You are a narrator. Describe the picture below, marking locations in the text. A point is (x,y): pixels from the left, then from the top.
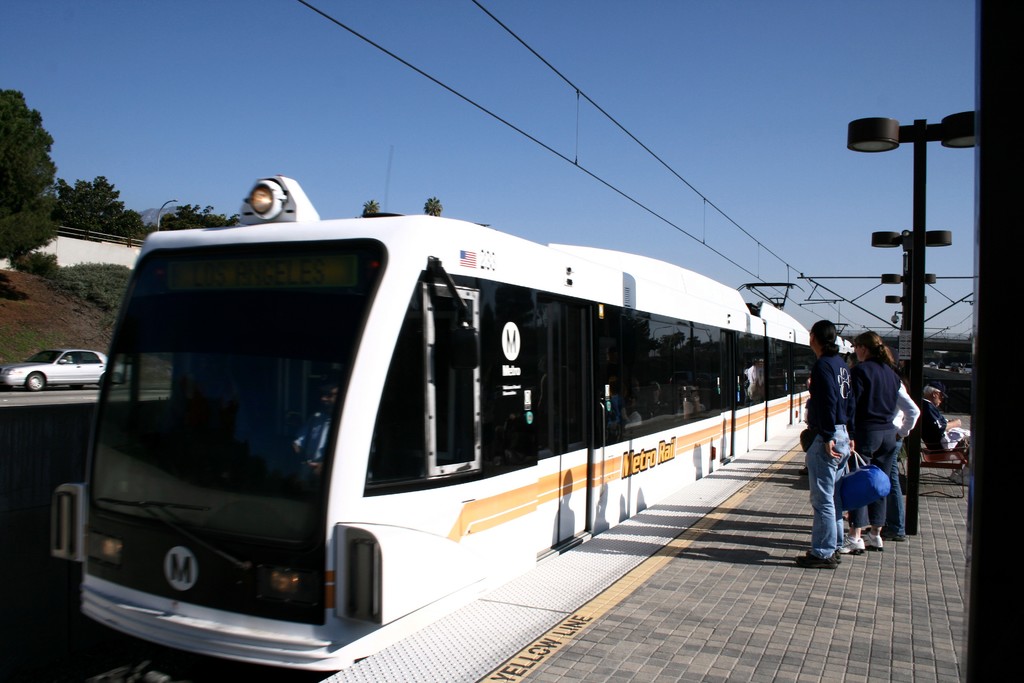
In the picture I can see a train (444,469) on the railway track (300,671). I can see a few people (811,463) standing on the platform (966,534) on the right side (873,378). There is a car (86,358) on the road (33,400) on the left side (78,372). I can see the light poles (920,213) and a bench (960,451) on the platform (959,520) on the right side (928,450). I can see the trees (24,155) on the top left side of the picture (24,175). The sky (215,195) is clear.
